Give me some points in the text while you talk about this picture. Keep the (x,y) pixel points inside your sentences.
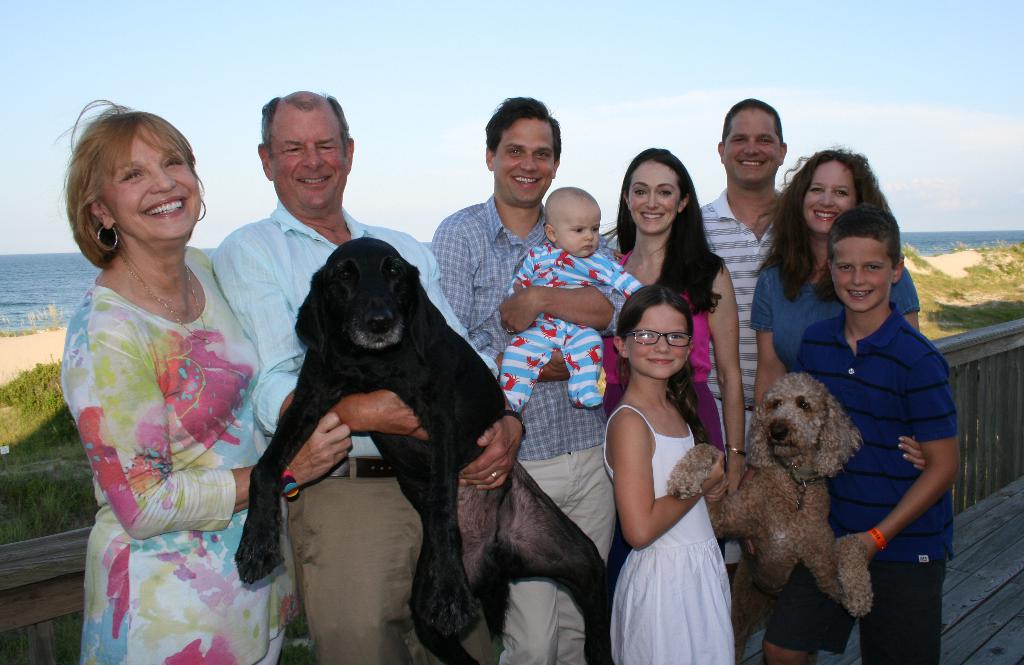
In this image there are many people (196,276) standing and facing the camera. The image is clicked outside the city. To the left (142,418), the woman (82,418) is wearing colorful dress (89,460) and laughing. In the middle (362,293), there is a black dog (529,524). In the background (30,297) there is a beach (956,271) and sky (639,13) along with grass (974,299).
